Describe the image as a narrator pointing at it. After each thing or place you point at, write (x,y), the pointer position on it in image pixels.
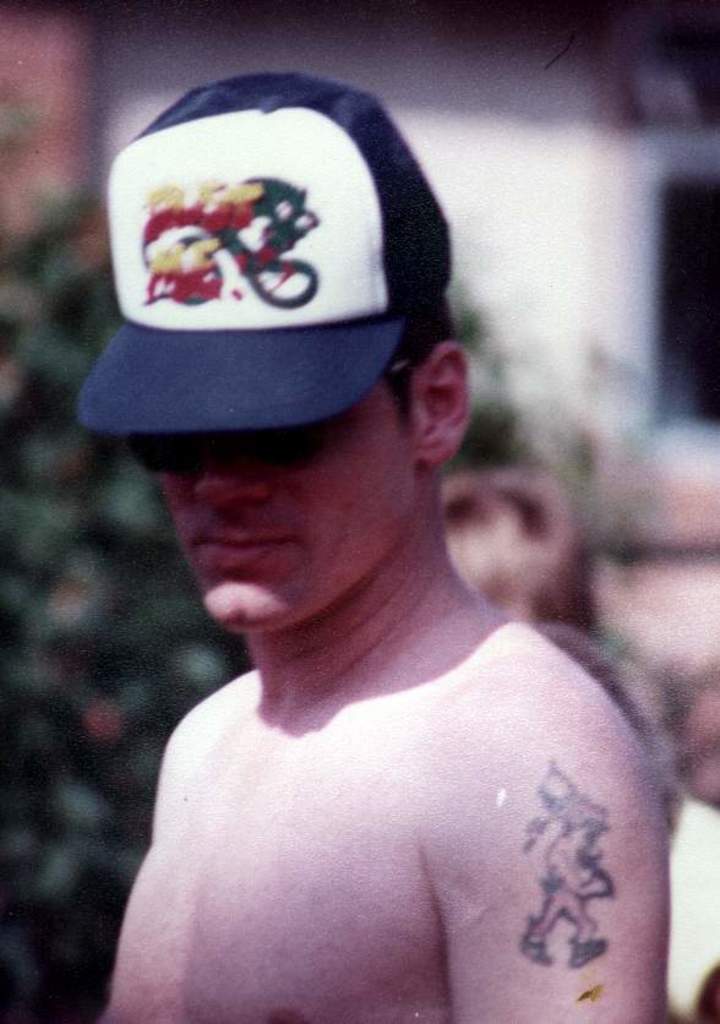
In this image I can see a person (284,855). He is wearing a cap (274,396). In the background (122,716) I can see a tree (17,884).
